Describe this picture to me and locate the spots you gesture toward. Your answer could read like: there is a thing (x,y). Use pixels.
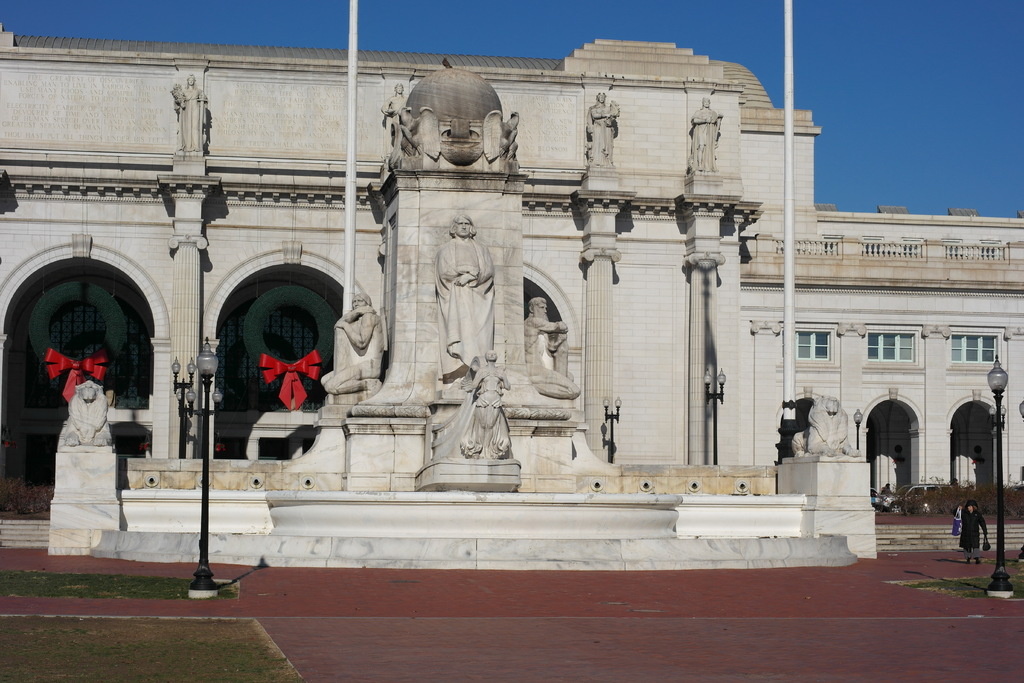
In this image there are sculptures (457,361) in the middle (440,333). In the background (648,275) there is a building (664,228) on which there are some sculptures (603,114) on the pillars (591,206). On the right side (995,425) there is a light pole (999,416). There is a person (972,524) who is standing on the floor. Behind the person (975,512) there are steps (932,534). At the top (885,155) there is the sky (761,75).
